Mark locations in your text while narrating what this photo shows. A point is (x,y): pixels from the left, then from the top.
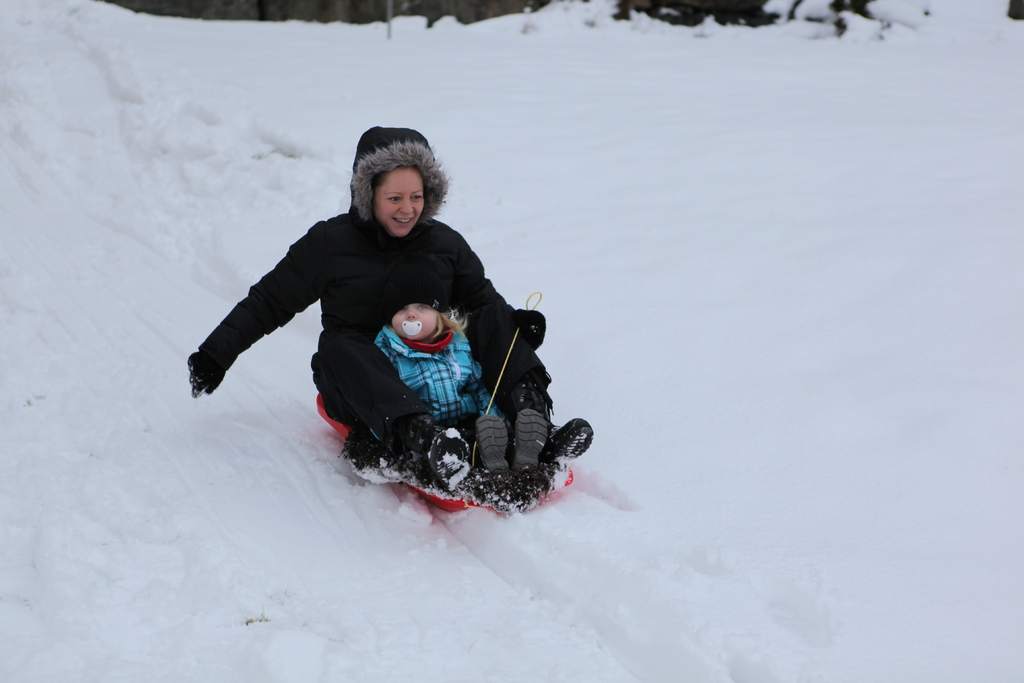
In this image there is full of snow (165,263). There is a person (572,450) with a kid (446,375).
